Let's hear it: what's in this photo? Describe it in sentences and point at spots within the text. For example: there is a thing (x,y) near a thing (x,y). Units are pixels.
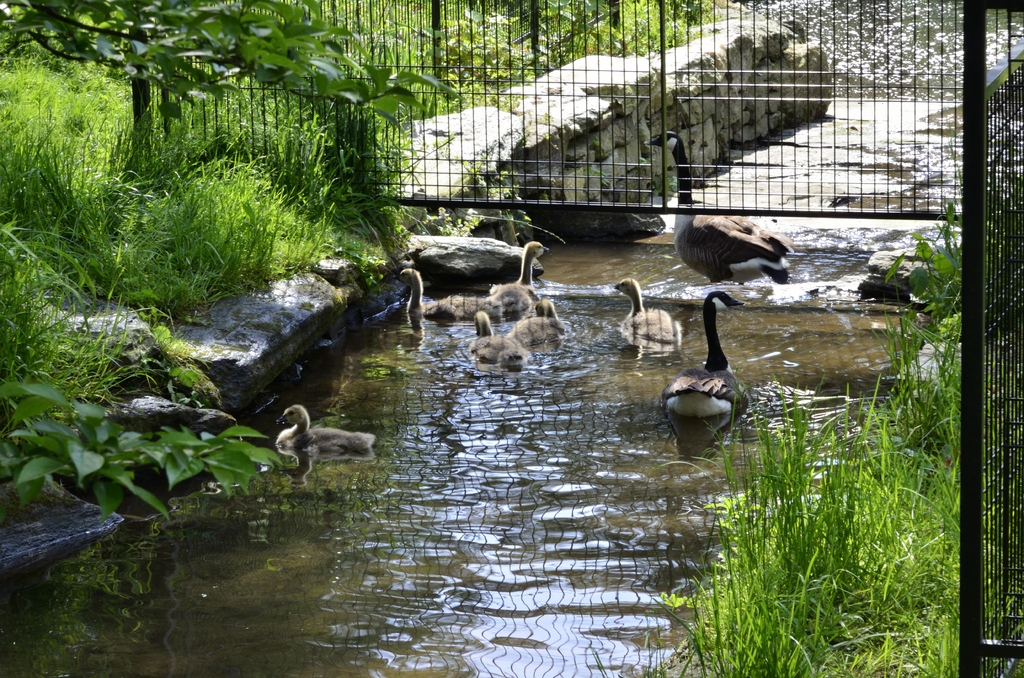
In this picture in the center (347,431) there are birds (699,398) in the water (653,269). On the left side (146,221) there is a grass (145,170) on the ground (167,100) and there is a plant (155,55). On the right side (887,484) there is grass (890,535) and there is black colour grill (977,374). In the center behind the grill (688,121) there's a wall (712,104).
